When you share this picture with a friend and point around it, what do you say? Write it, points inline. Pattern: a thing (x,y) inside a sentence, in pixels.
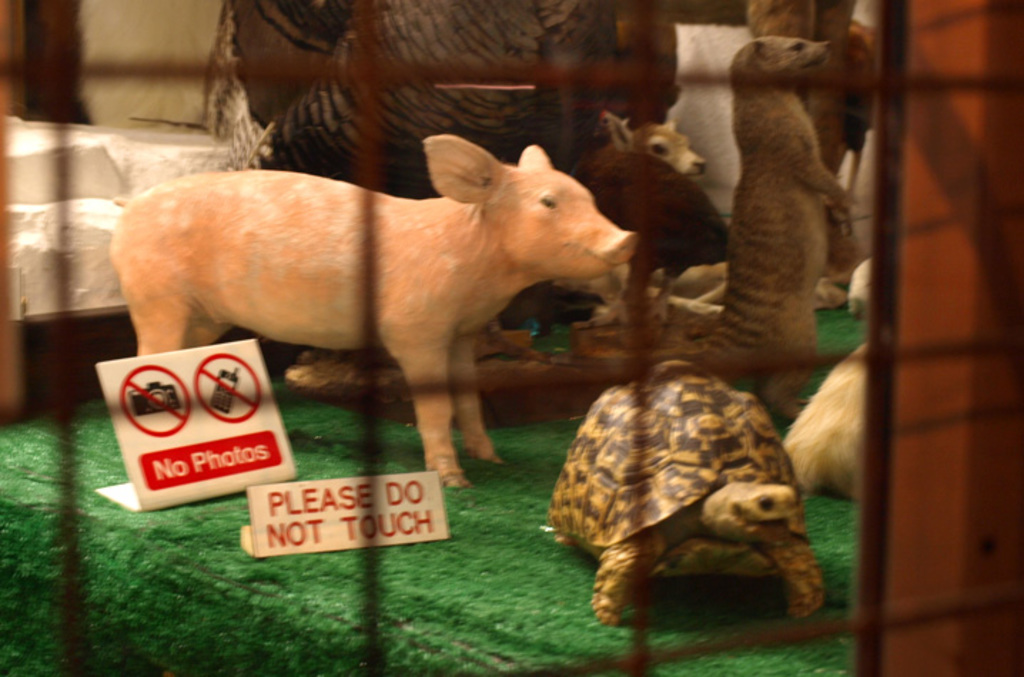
In this picture there are artificial animals (790,560) behind the railing (656,369) and there are boards (293,505) and there is text (308,501) and there is a picture of cell phone (216,392) and there is a picture of a camera (154,410) on the board (210,403). At the bottom (318,554) it looks like grass (267,614). At the back (127,8) it looks like a wall (115,16).
